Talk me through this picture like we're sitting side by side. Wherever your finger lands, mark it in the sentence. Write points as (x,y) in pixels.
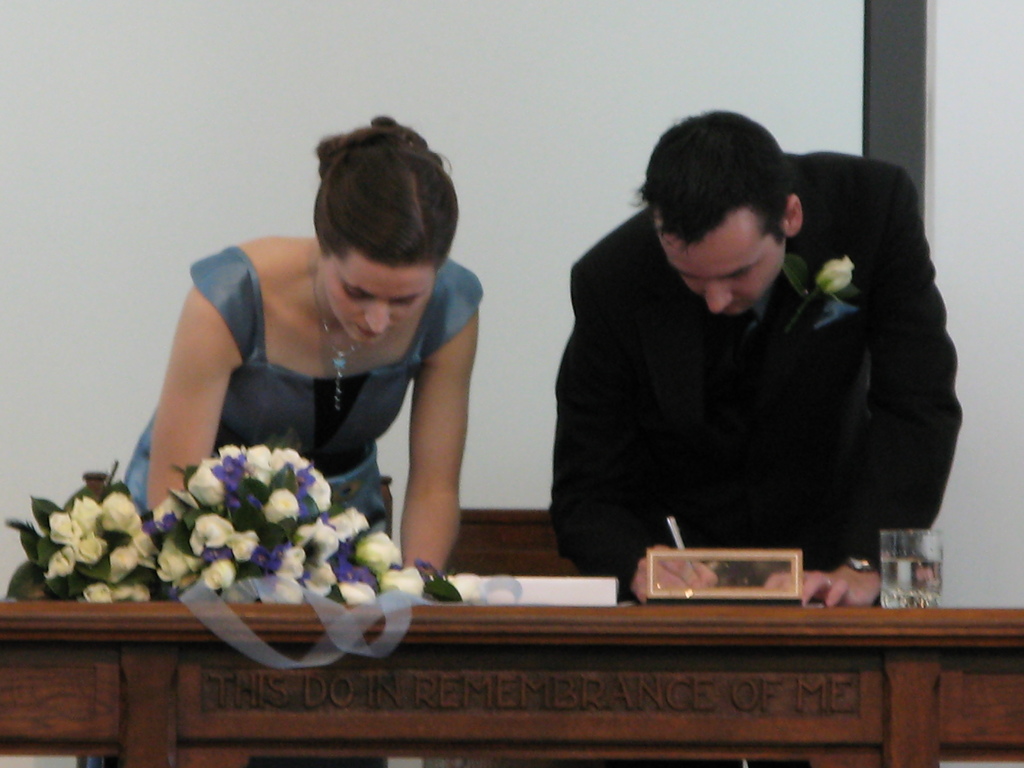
This is the woman (373,414) and man (601,419) standing. This is the wooden table (460,664) with a flower bouquet (249,526), water glass (914,593) and paper (608,589) on it. The background (452,65) looks white in color.
